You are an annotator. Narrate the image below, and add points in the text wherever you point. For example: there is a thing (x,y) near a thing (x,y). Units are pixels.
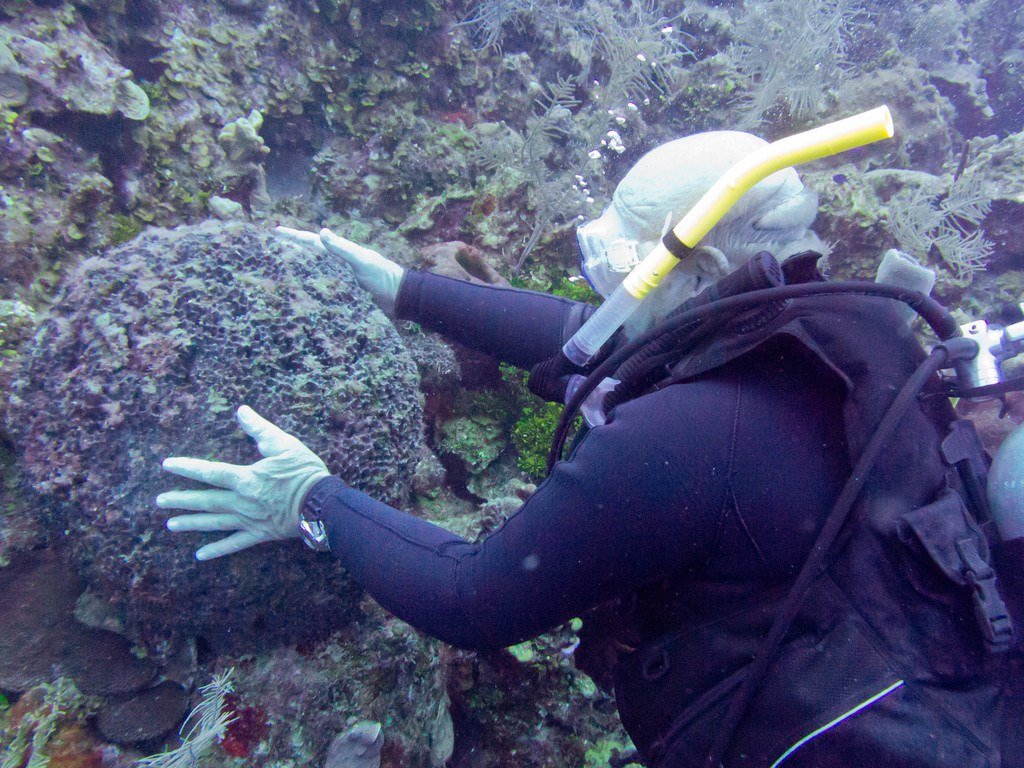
Here a person (678,358) is swimming in the water (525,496), this person (614,537) wore black color dress (496,552).
